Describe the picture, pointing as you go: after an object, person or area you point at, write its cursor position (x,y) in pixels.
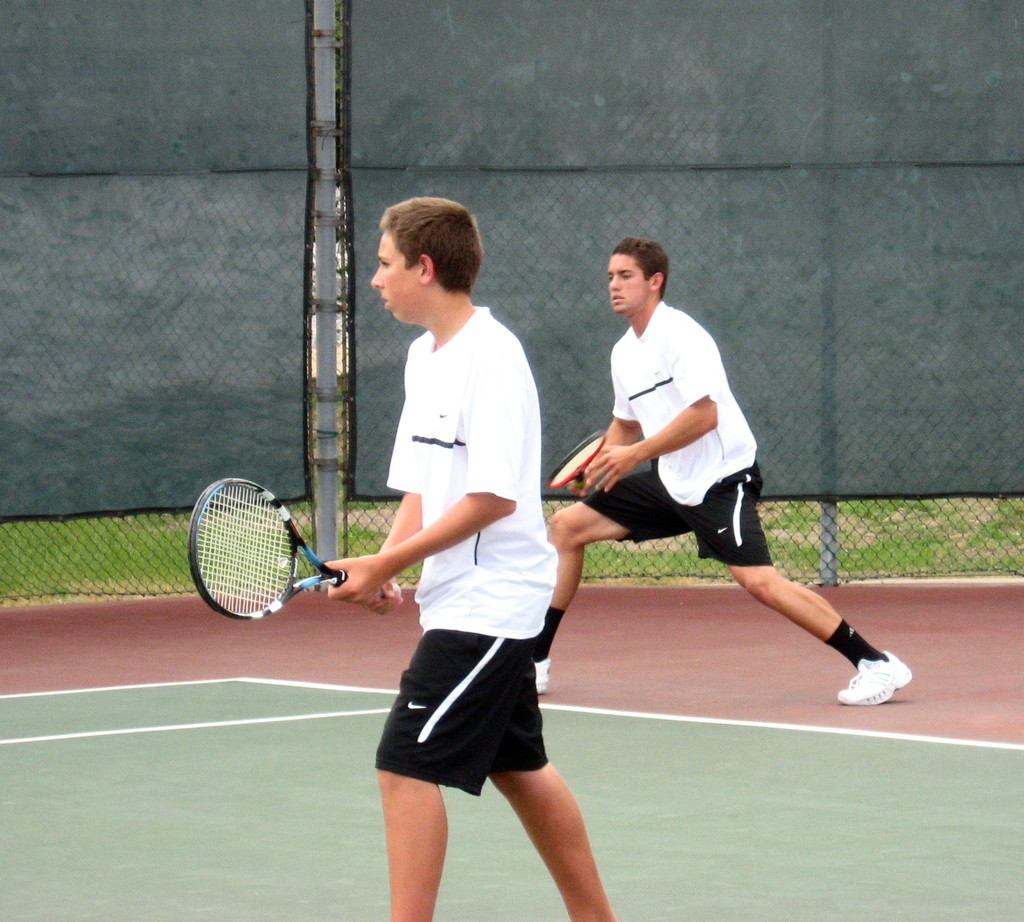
There are two people (494,477) standing and holding tennis racket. This looks like they are playing tennis. At background (193,206) I can see a iron fencing (566,106) covered with a black sheet (226,202).
